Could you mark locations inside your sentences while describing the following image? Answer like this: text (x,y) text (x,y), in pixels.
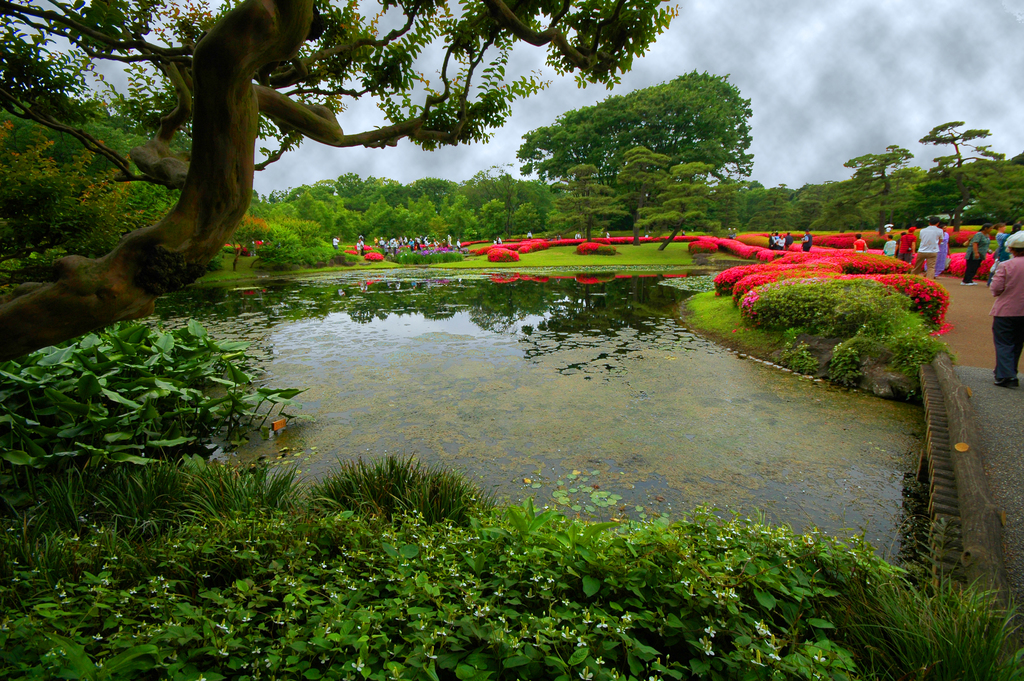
In this image I can see the lake (246,297), around the lake (713,269) I can see plants (741,631) and bushes (708,243) and I can see red color bushes (845,263) and trees (342,241) visible in the middle (519,230), in front of bushes (882,250) I can see persons (1003,255), at the top (369,128) I can see the sky (748,62), on the left side (301,191) I can see trees (126,242).
